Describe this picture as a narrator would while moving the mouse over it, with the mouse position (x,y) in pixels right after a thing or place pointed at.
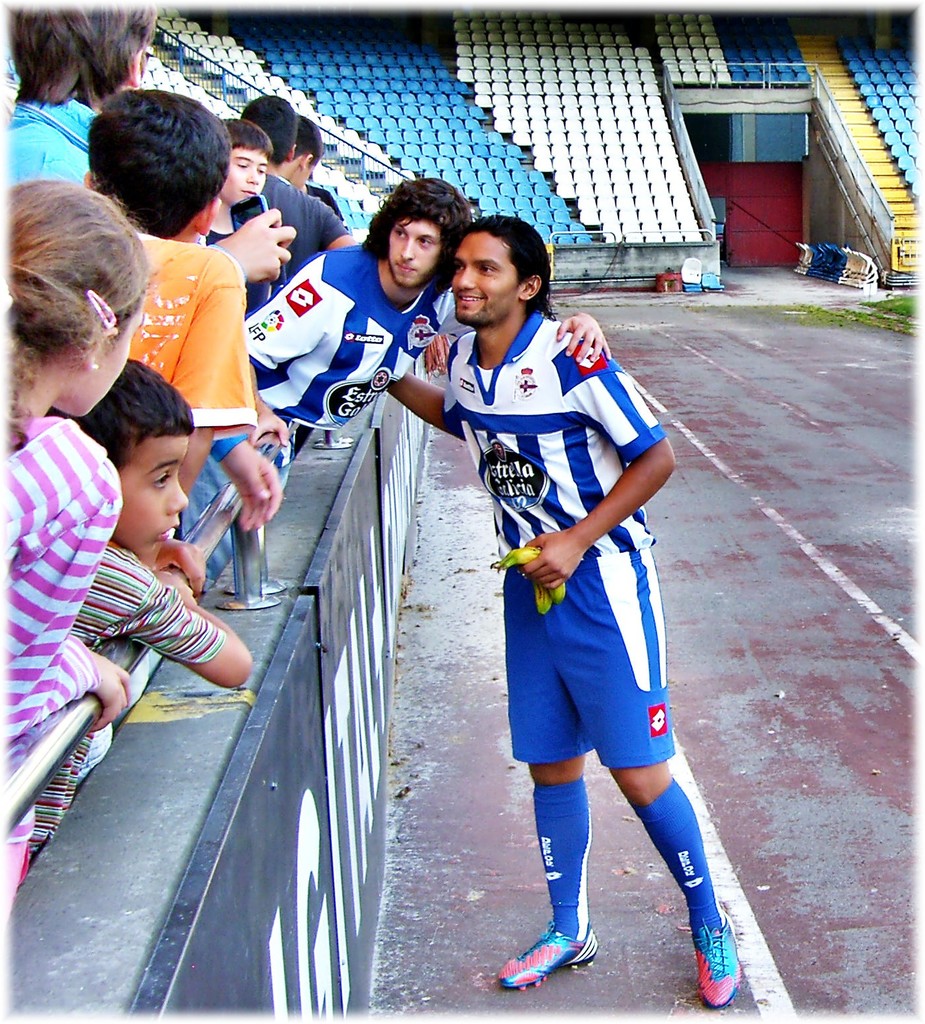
In this picture there are people (26,636) those who are standing as audience (237,310) on the left side of the image (39,485), there is a boundary (180,903) on the left side of the image (226,767), there is a sport man (468,239) who is standing in the center of the image (524,386) and there are empty chairs (569,145) in the center of the image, in the background area of the image (419,62).
